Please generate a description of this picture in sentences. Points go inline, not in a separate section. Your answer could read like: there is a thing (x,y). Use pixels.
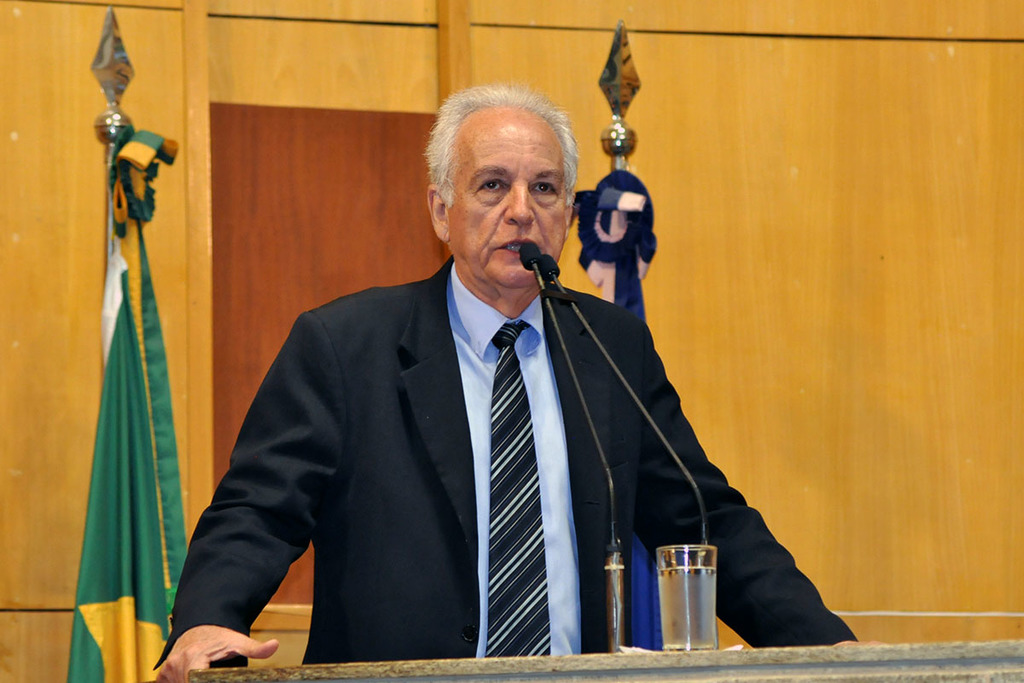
In this image I can see a man (388,429) is standing and I can see he is wearing formal dress (487,436). In the front of him I can see two mics (547,256) and a glass (701,554) with water (713,606) in it. In the background (117,231) I can see two flags (146,209).
